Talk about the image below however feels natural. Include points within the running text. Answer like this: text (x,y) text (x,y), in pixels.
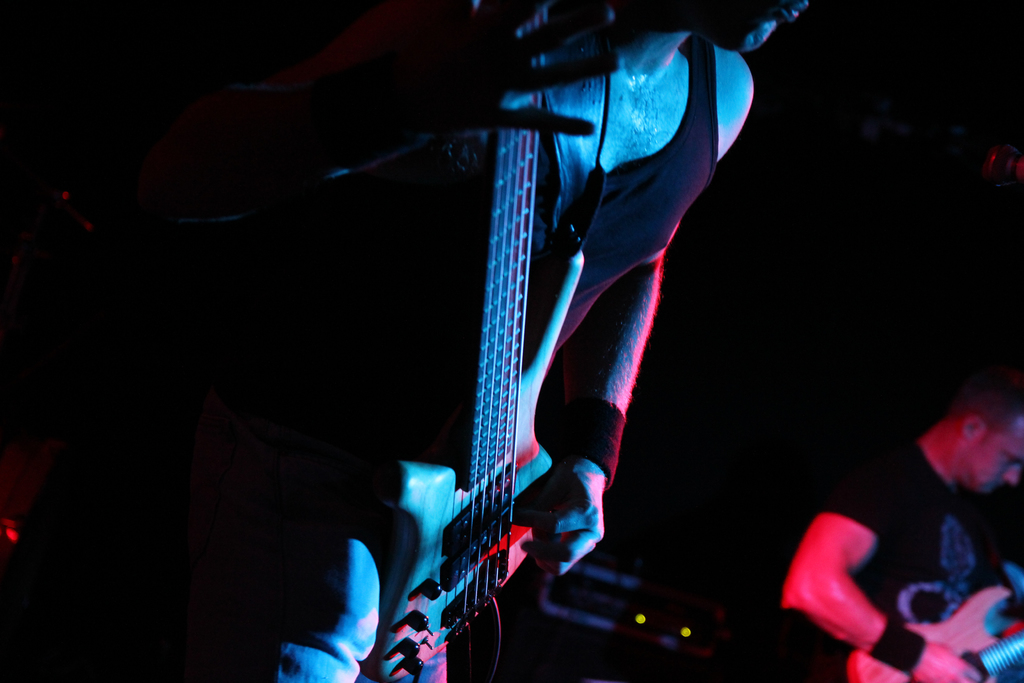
In the image we see there is a person (635,153) who is holding a guitar (424,476) in his hand (510,68) and beside him there another person (877,613) who is also holding a guitar (969,641) in his hand (947,658).
